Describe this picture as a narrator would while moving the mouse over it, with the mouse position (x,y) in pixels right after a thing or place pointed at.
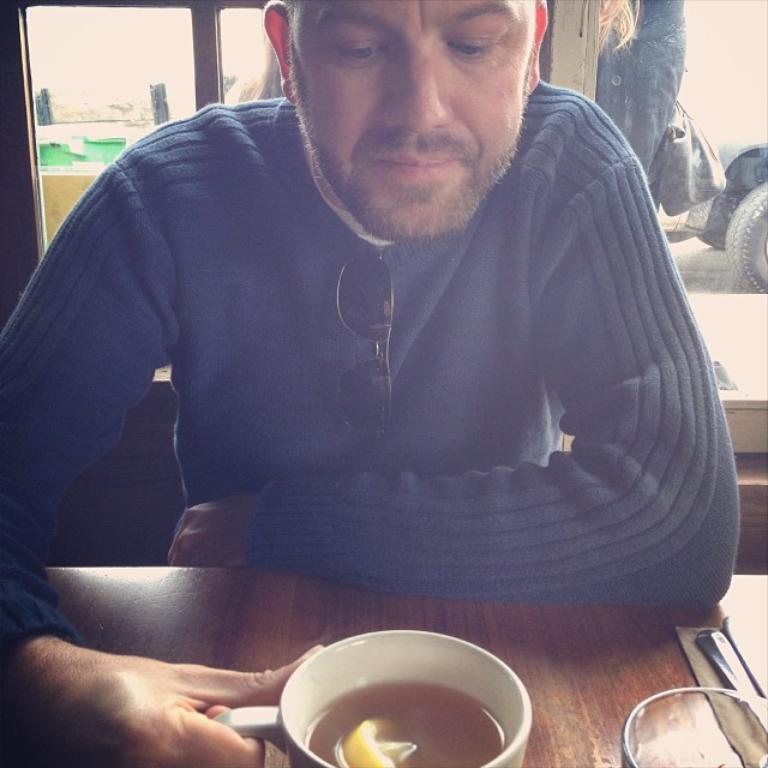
There is a man (382,344) in this picture sitting in the chair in front of a table (283,639) on which a cup (341,695) is placed with some drink (411,726) in it. The man (78,657) is holding a cup (278,723). In the background (762,175) there is a car (762,264) and a window (128,79) here.
